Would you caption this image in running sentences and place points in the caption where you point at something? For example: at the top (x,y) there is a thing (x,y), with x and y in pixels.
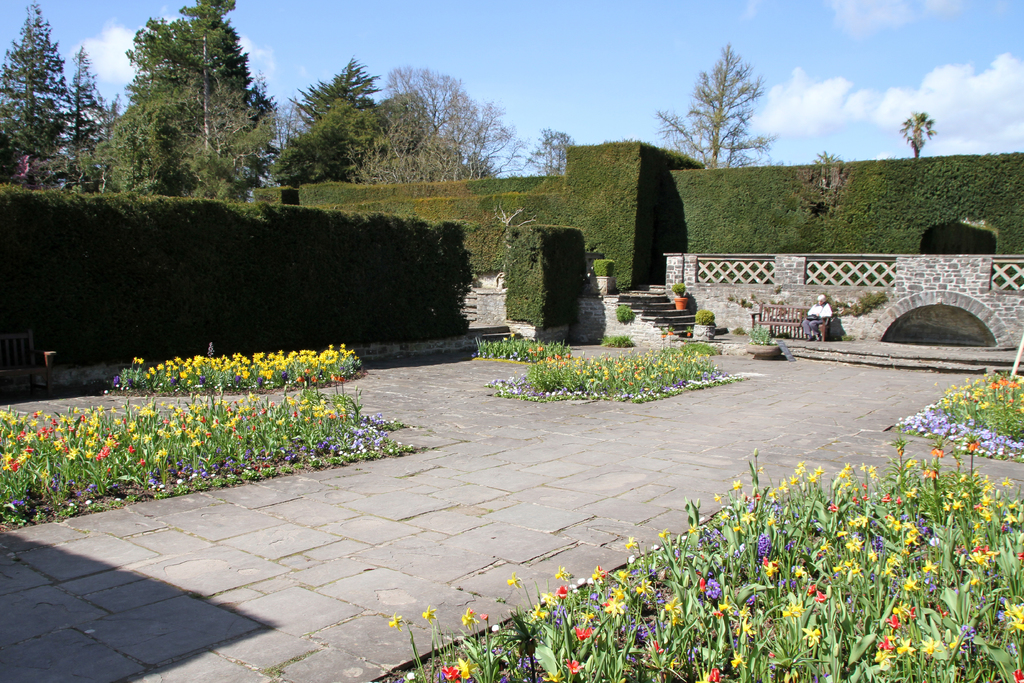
In this picture we can see some colorful flowers (253,408) and grass (971,402) on the path (388,645). There is a person (819,325) sitting on a bench (797,318). We can see a fence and an arch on the wall (791,298) on the right side (877,317). There are plants (47,259), flower pots (772,351) and a few trees (271,143) are visible in the background (697,93). Sky (840,145) is blue in color and cloudy.
